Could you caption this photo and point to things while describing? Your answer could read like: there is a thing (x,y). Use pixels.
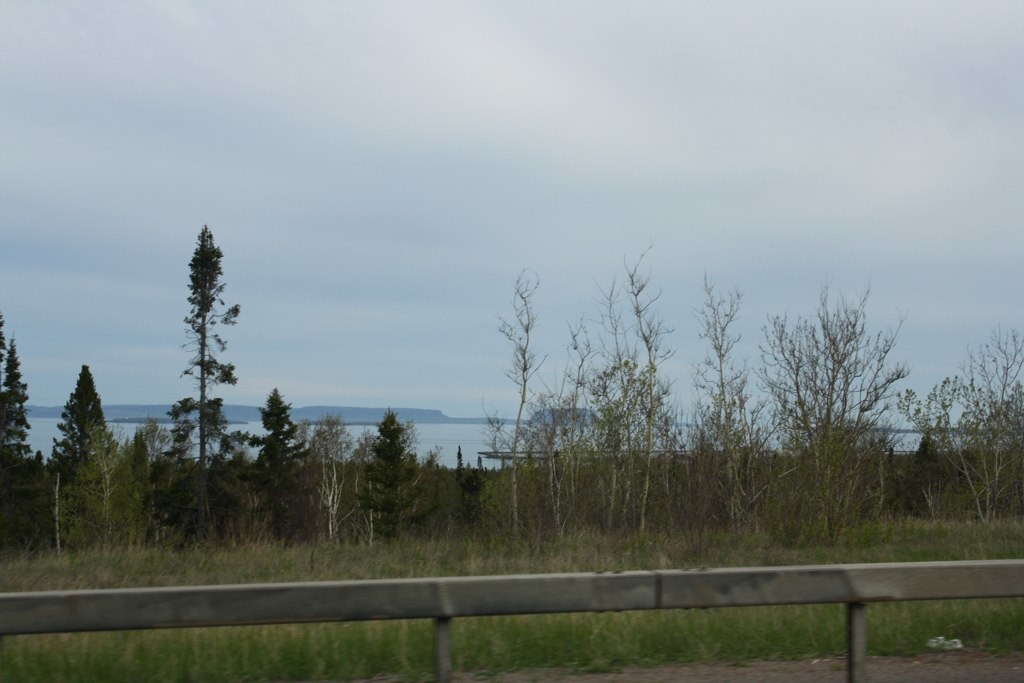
In this image we can see the fence (665,603), grass (424,547), trees (286,524), water (436,452), hills (401,416) and the cloudy sky (542,193) in the background (755,319).
